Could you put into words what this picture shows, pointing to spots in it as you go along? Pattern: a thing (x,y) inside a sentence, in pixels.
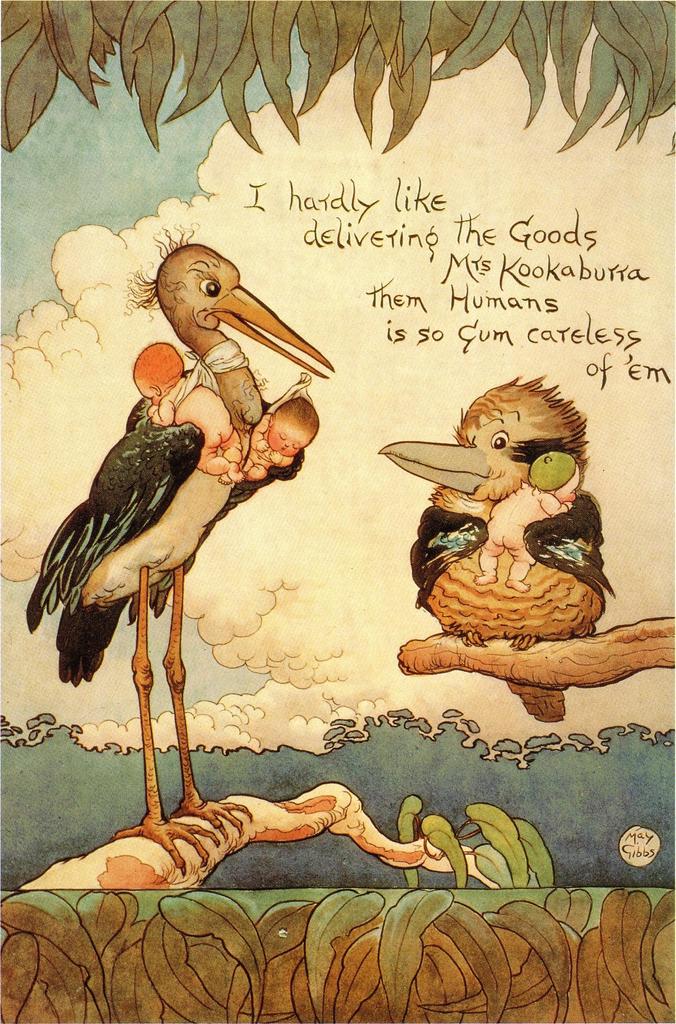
In this picture, it looks like cartoons of birds (196,433) and babies (230,437). Birds (453,530) are standing on the branches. Behind the birds (226,503) those are looking like leaves (664,91) and the sky (56,354). On the image it is written something.
